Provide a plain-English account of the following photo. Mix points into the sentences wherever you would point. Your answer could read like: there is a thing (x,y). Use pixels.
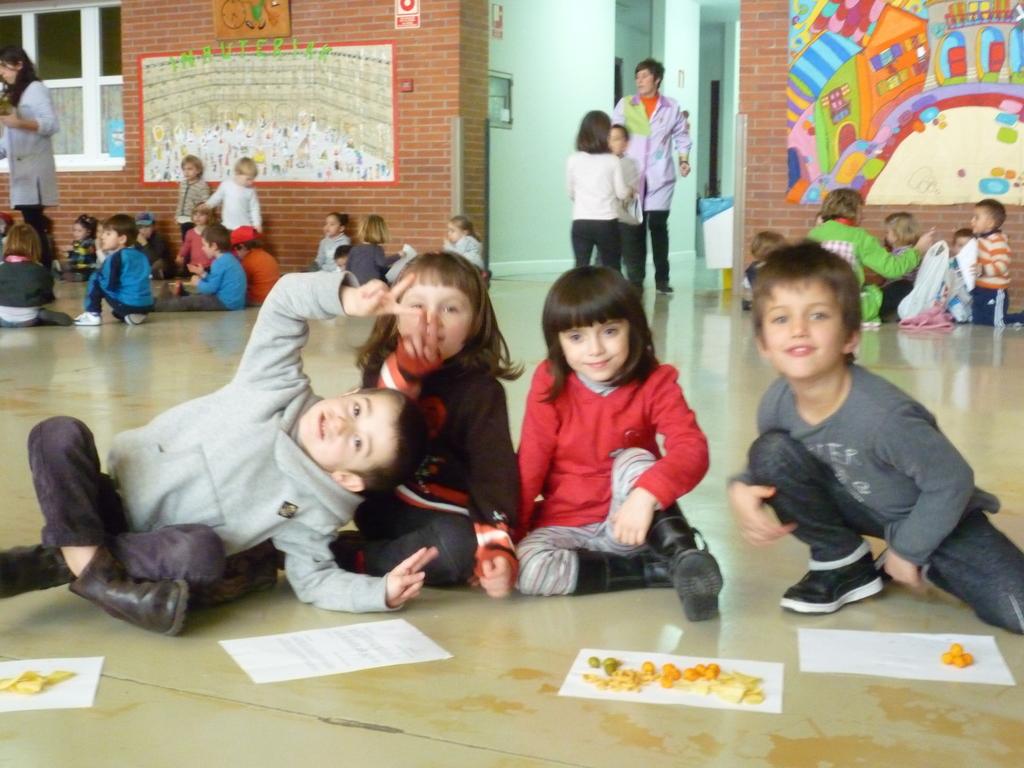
In this image I can see some kids (480,377) on the floor (324,321). I can see something on the paper (771,673). In the background (884,197), I can see some painting (861,116) on the wall (756,101).
